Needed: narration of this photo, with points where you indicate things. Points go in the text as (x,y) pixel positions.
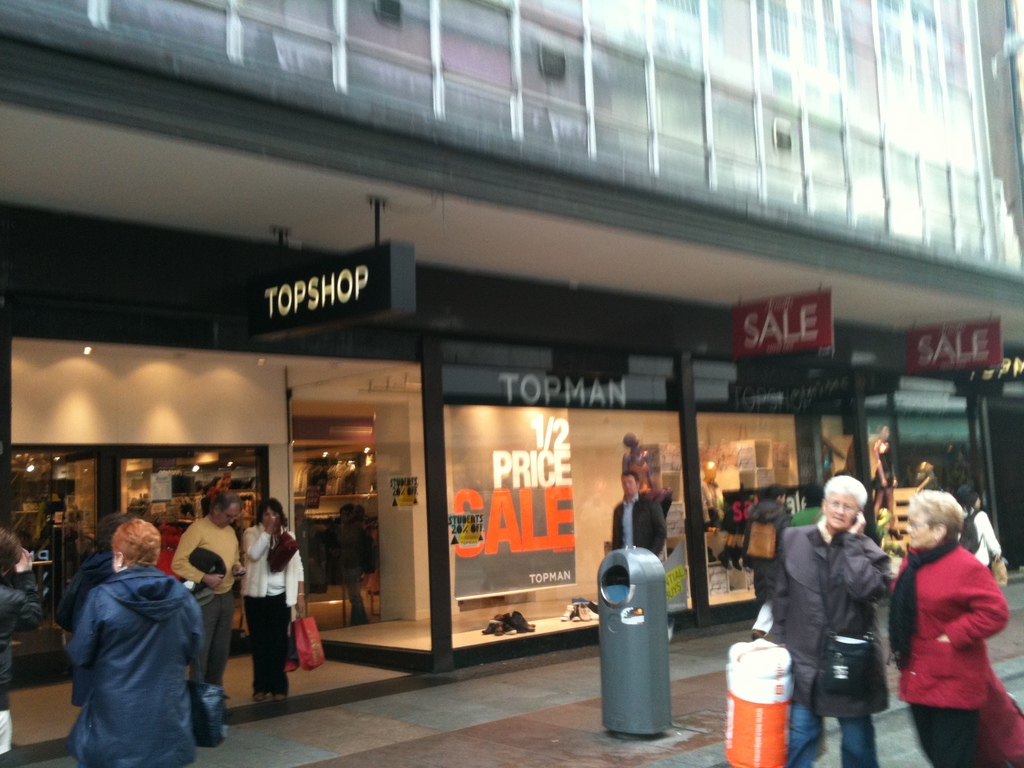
In this image we can see there are buildings (679,225) and stalls (529,331), in front of the stalls (395,450) there are a few people (871,628) standing and walking on the pavement (576,662) and few are holding bags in their hands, there is an object (628,637) on the pavement (628,742) and there are a few boards (942,335) with some text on it are hanging.
